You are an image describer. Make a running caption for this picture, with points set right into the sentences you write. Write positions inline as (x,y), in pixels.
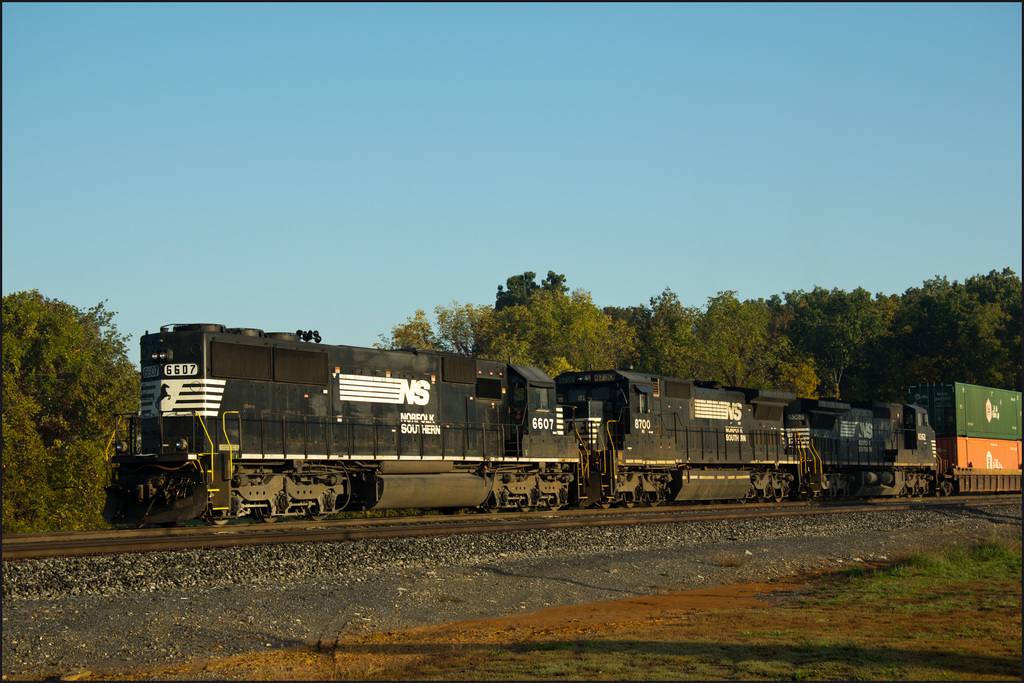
This picture shows a train (362,483) on the railway track (165,534) and we see trees (974,337) and a blue sky (580,180) and we see grass (919,570) on the ground (975,570) and the train (568,468) is black in color.
